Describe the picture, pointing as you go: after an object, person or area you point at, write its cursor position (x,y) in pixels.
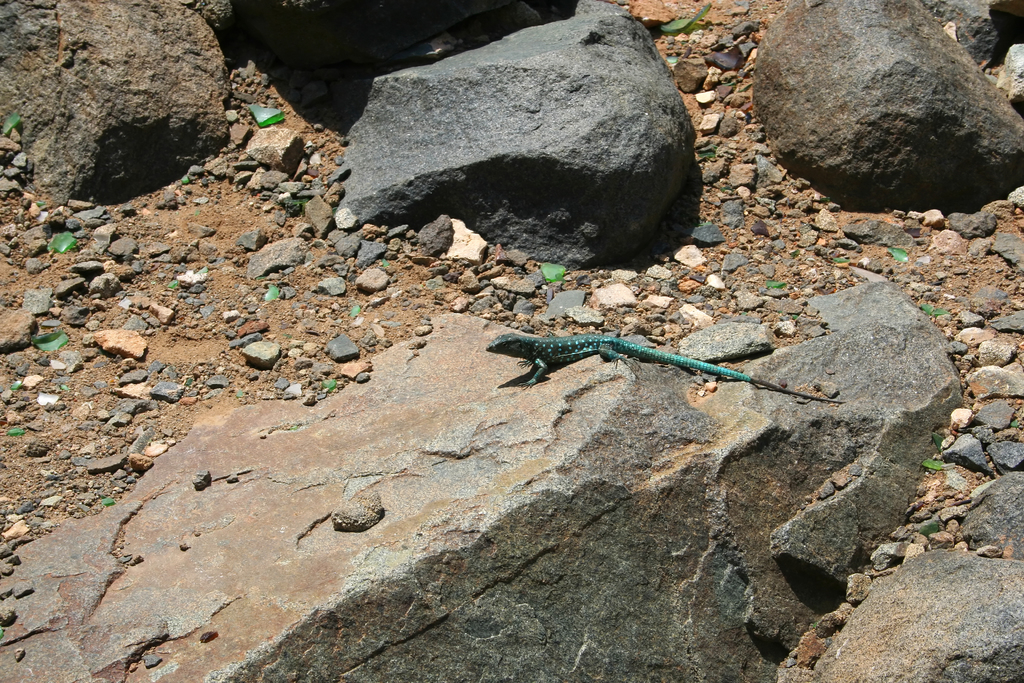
In this picture there is a lizard (732,376) who is standing on the stone (521,411), beside him I can see small stones (84,252).
